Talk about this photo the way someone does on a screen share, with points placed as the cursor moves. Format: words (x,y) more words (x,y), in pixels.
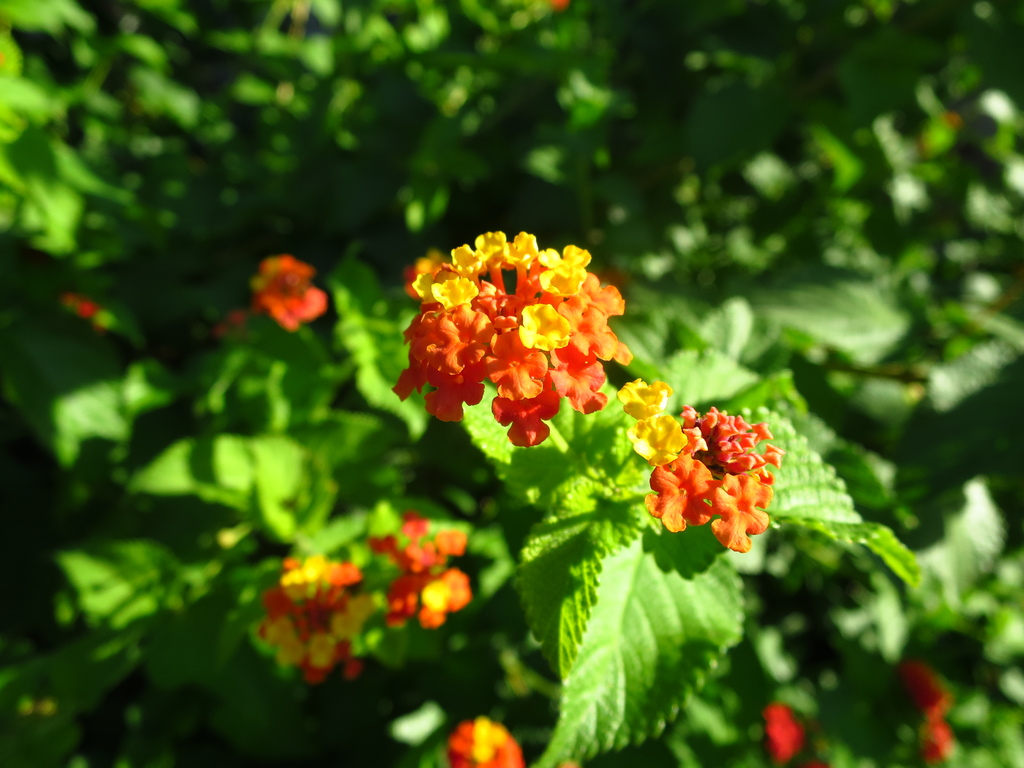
In this image we can see some plants (649,442) with flowers (675,457).
